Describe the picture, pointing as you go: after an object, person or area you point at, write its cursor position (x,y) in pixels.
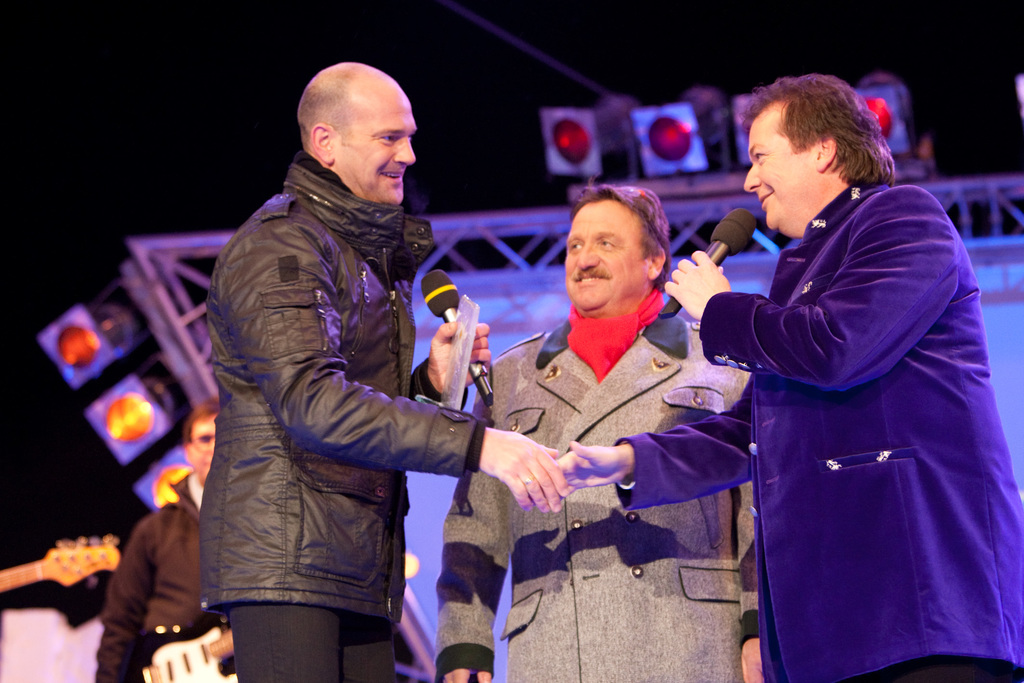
In the center of the image (560,395) there is a person (460,638) wearing a smile on his face (610,298). Beside him there are two other persons (236,478) holding the mics (485,395) and they are shaking their hands (549,499). Behind them there is another person (162,620) holding the guitar (177,657). In the background of the image (420,516) there is a banner (435,512). There are lights (182,462).
